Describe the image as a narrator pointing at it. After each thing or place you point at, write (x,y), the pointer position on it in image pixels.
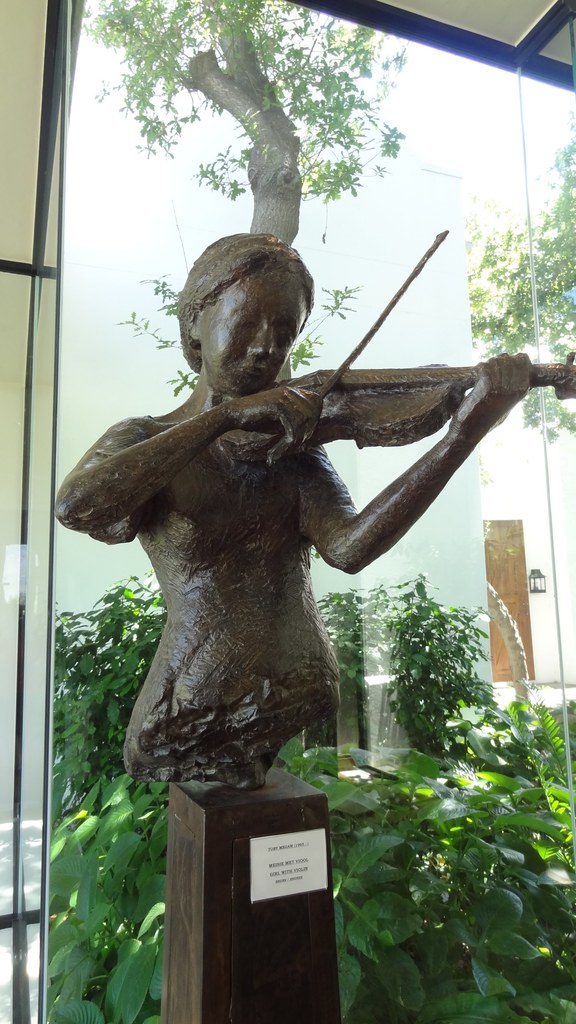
In the center of the image (354,573) there is a depiction of a person (347,524) playing violin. In the background of the image (280,132) there are trees (560,264).
